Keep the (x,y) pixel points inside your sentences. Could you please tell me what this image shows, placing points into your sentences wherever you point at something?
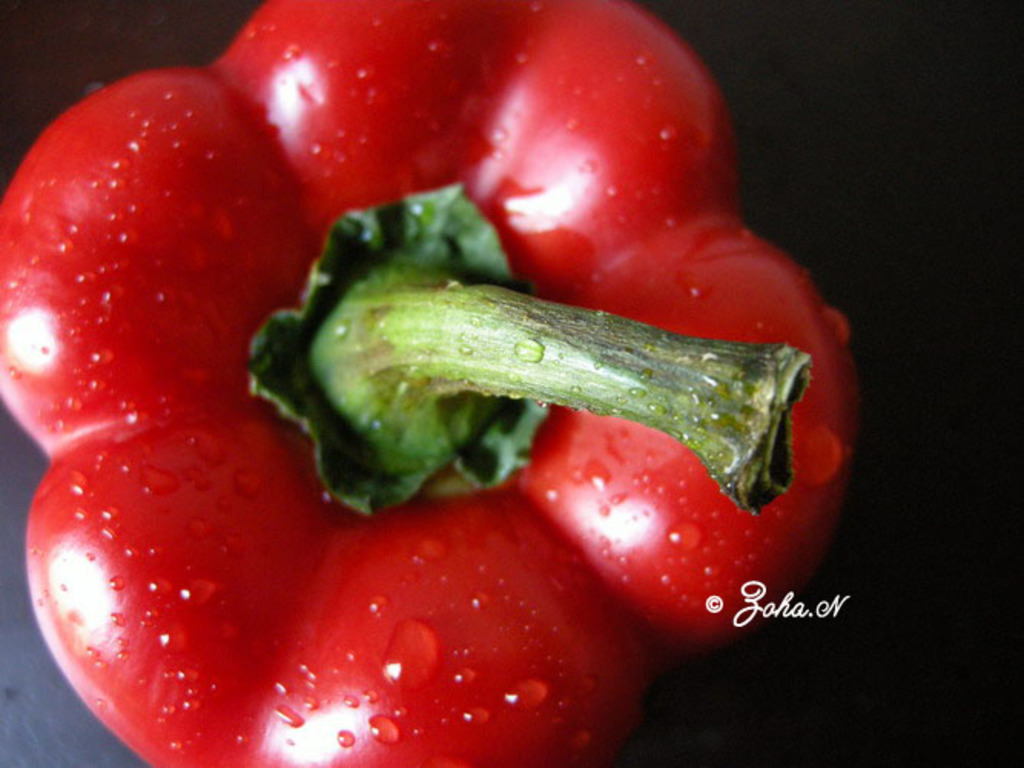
In this image I can see a red bell pepper (330,522). On this there are some water drops (345,740). On the right side of the image (778,609) there is some edited text (766,607).
